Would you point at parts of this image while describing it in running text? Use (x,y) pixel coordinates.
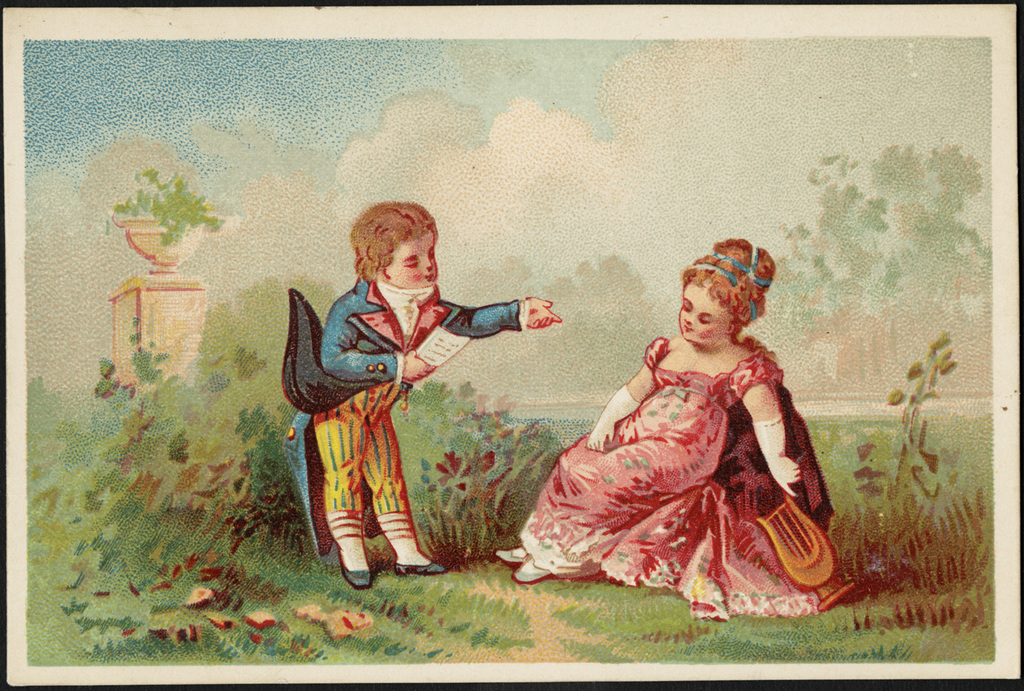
It is an art in this a little boy (419,214) is standing and talking with a little girl (757,306), who is sitting she wore a pink color dress (652,440). In the right side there are trees (911,216).
